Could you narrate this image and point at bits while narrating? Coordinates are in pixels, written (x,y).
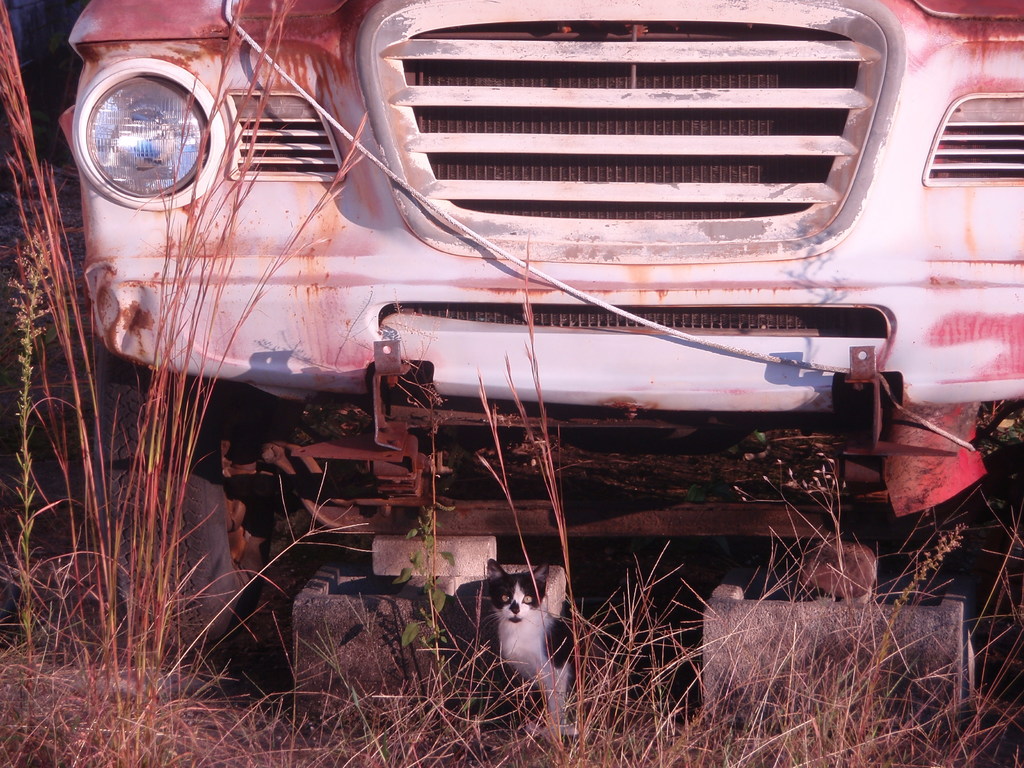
Here is a old car (543,363) and some stones (302,660) grass (138,663) and other plants (22,418).
